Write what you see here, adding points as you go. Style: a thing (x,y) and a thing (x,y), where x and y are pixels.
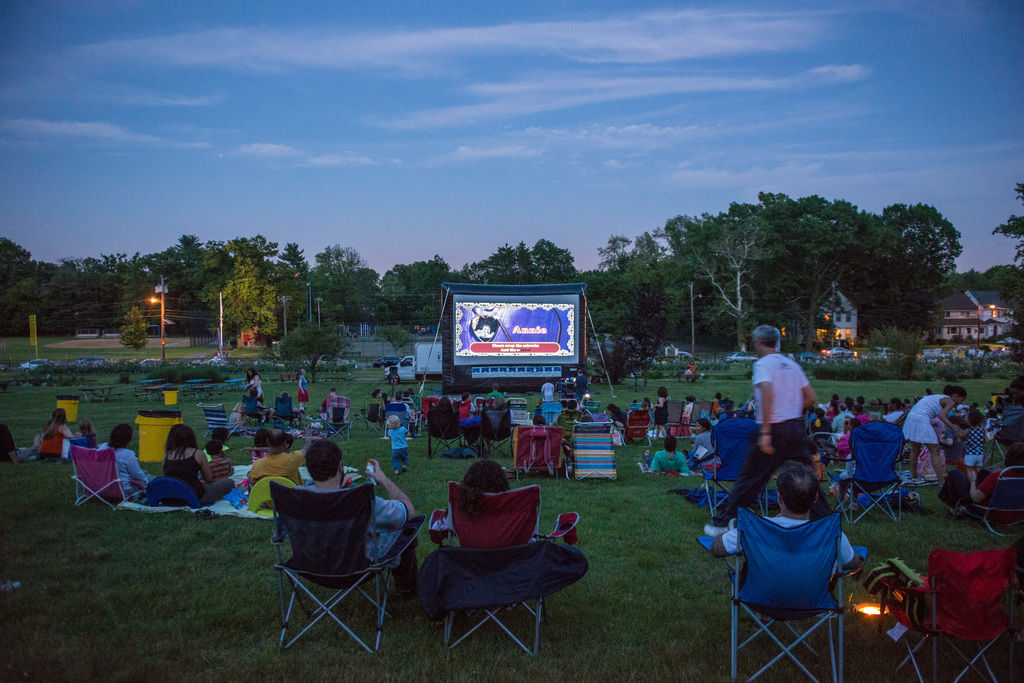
There is a group of people (622,414). Some persons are sitting on a floor (655,511), some persons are standing and some persons (189,442) are sitting on a chairs (394,559). The right side of the person (778,468) is standing. There is a screen (577,352) in the center (575,347). We can see in the background (370,283) trees (246,263), street lights (163,308), wires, houses (975,295) and sky (589,119).
